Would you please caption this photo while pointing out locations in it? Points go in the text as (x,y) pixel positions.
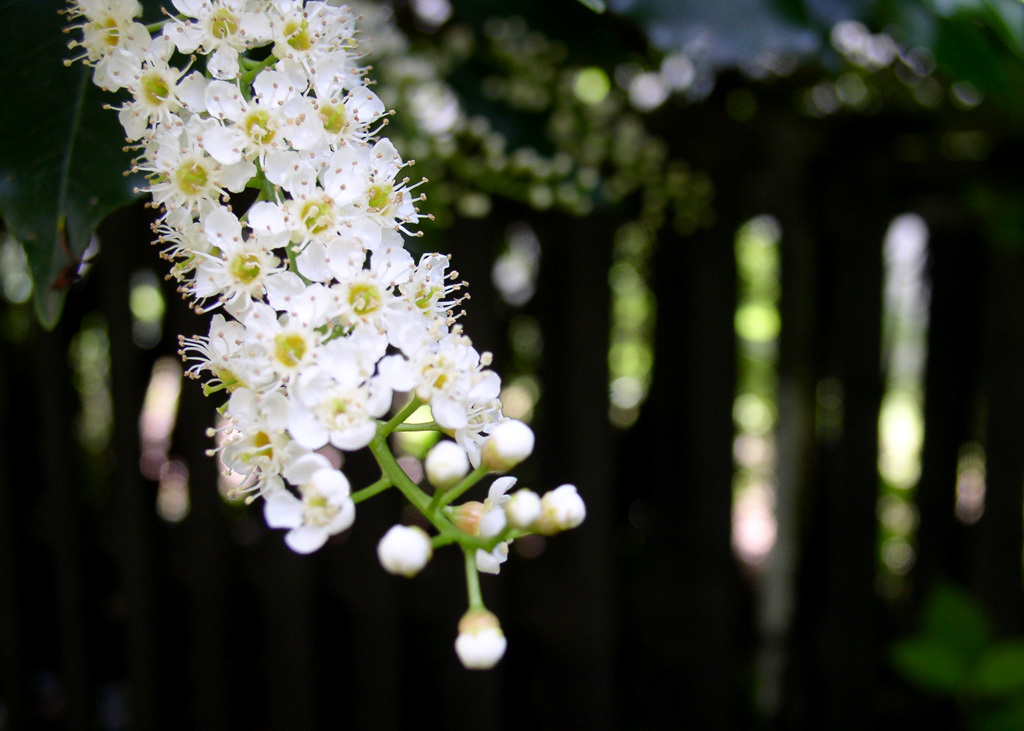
In the foreground of this picture (226,362), there are flowers (364,288) to the plant (356,180) and the background (799,279) is blurred.
